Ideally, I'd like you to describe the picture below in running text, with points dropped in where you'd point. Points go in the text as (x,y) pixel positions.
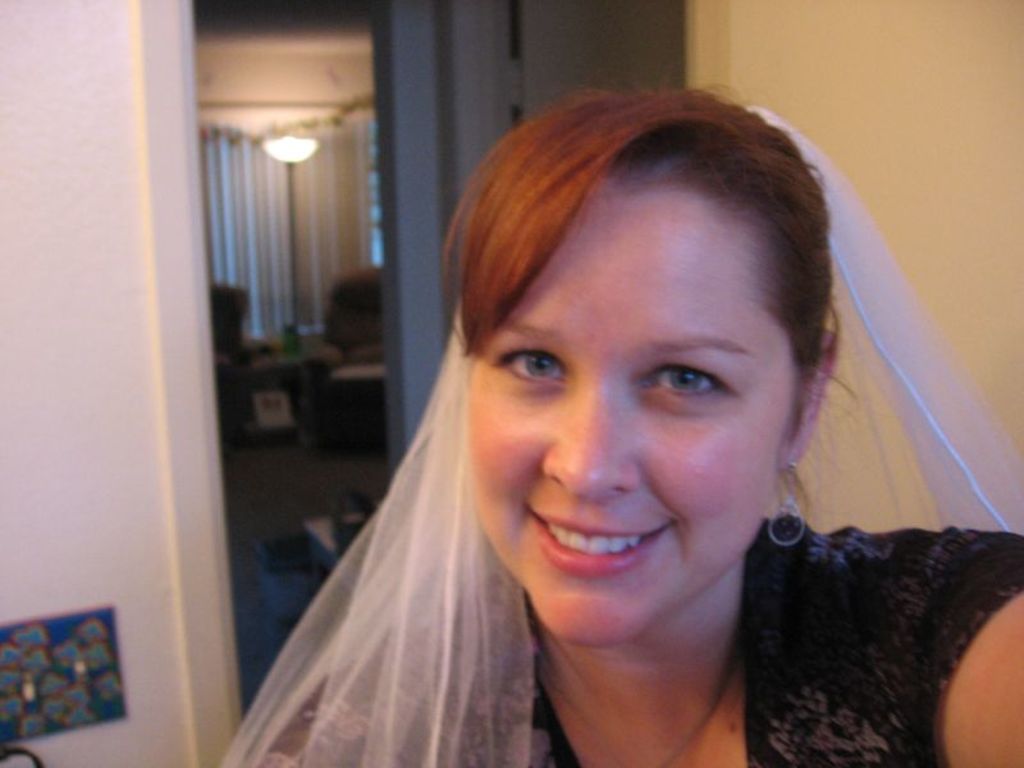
In the picture there is a woman (592,706) laughing, there is a wall (57,98), there is a door (402,365), there are chairs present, there are lights (291,234).
